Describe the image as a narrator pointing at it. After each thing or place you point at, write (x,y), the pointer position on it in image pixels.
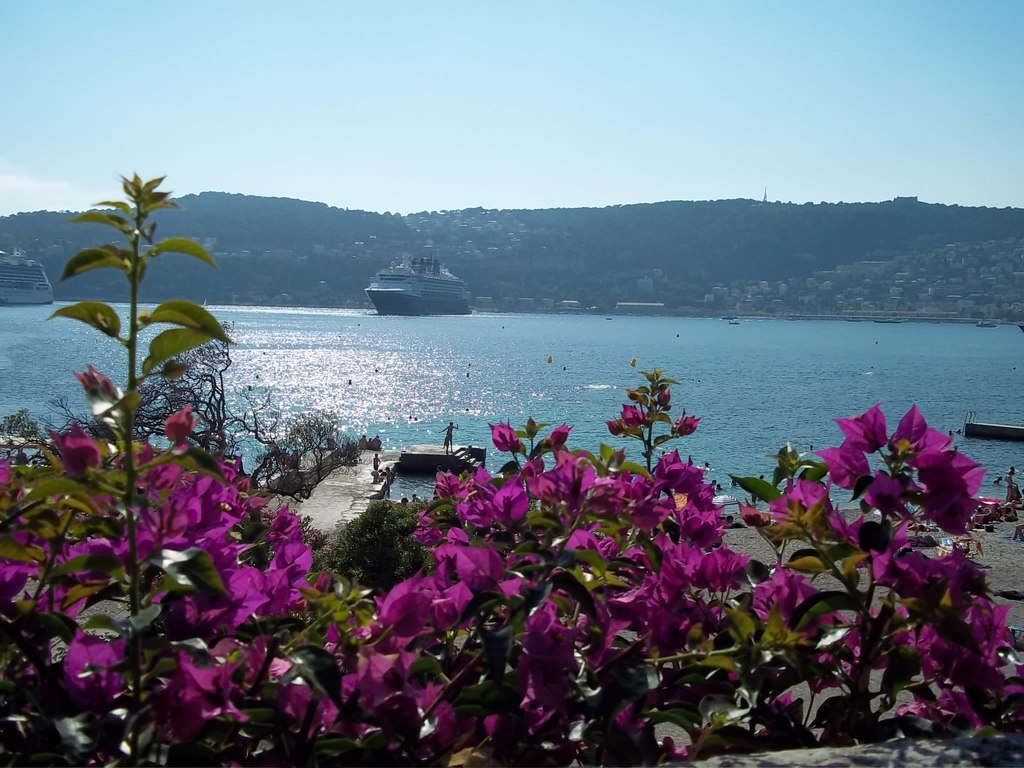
In this image, we can see some ships (439,286) sailing on the water (544,415). We can also see some plants (635,616) and flowers (385,715). In the background (75,231), we can see the ground (829,241) with some objects (990,265). We can also see the sky (419,203).
